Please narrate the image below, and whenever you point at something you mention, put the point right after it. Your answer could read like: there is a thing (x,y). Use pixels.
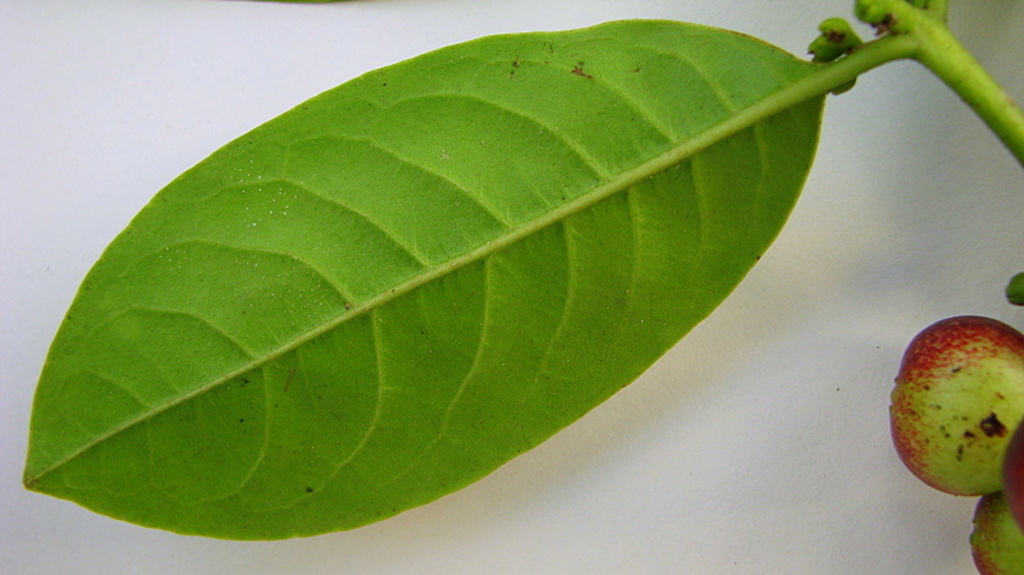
In the foreground of this image (443,264), there is a leaf (447,272). On the right (1010,494), there are fruits (986,482) and the background (676,535) image is blur.
